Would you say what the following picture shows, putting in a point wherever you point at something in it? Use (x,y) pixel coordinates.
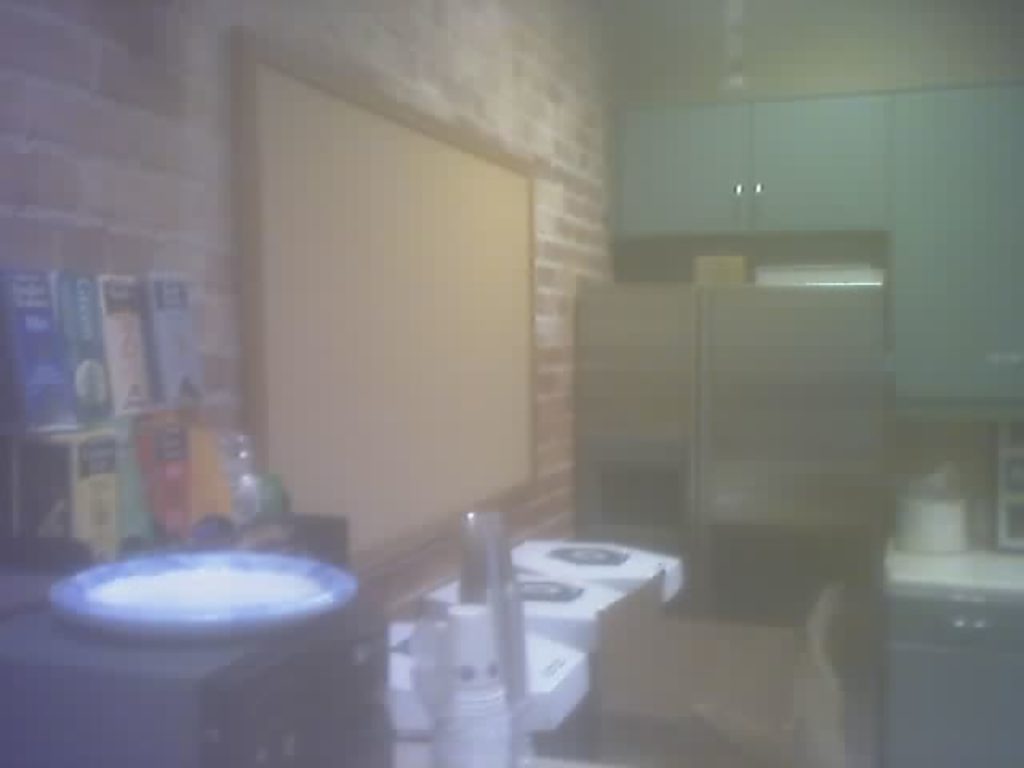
There is a plate (107,603) on an object (331,739). On the right side (906,556), there is a vessel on the table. In the middle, there are boxes (528,619) arranged. In the background (254,344), there are books (0,322) arranged, there is a board (440,174) on the brick (236,18), cupboards (993,126) attached to the wall (987,526) and there are other objects (702,437).
